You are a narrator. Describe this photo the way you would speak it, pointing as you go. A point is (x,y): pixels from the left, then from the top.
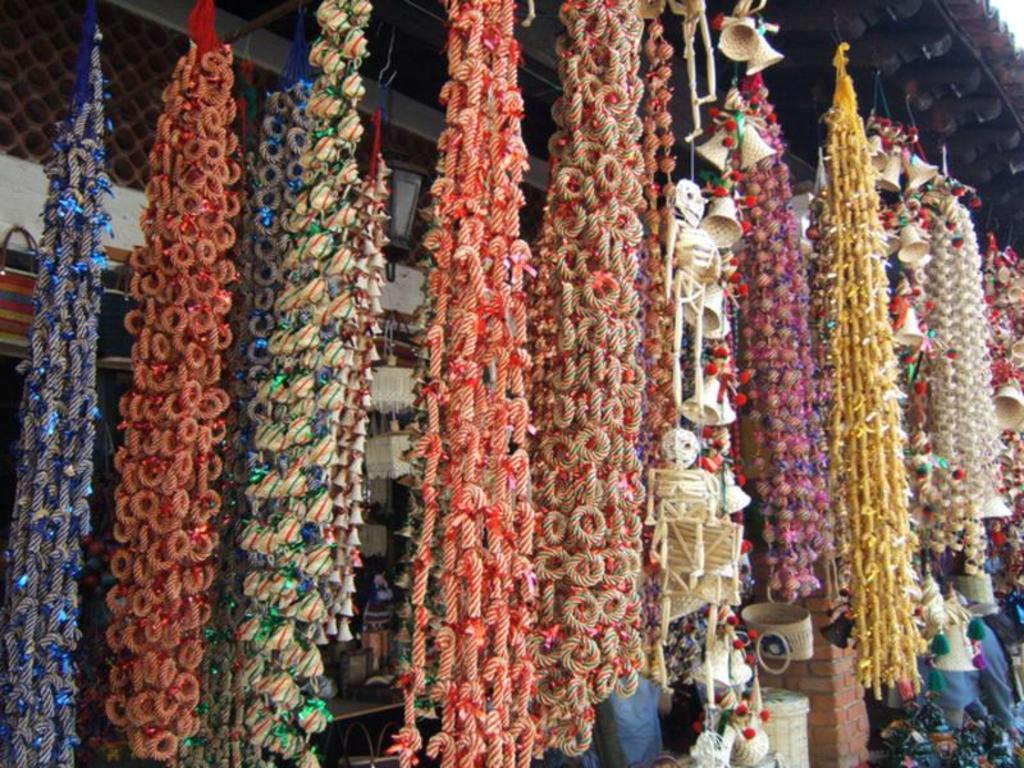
In this image, we can see decors (472,406), which are made with threads (228,184) and are hanging and we can see some other baskets (786,727), racks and there is a wall (40,122). At the top (915,66), there is roof (936,70).
